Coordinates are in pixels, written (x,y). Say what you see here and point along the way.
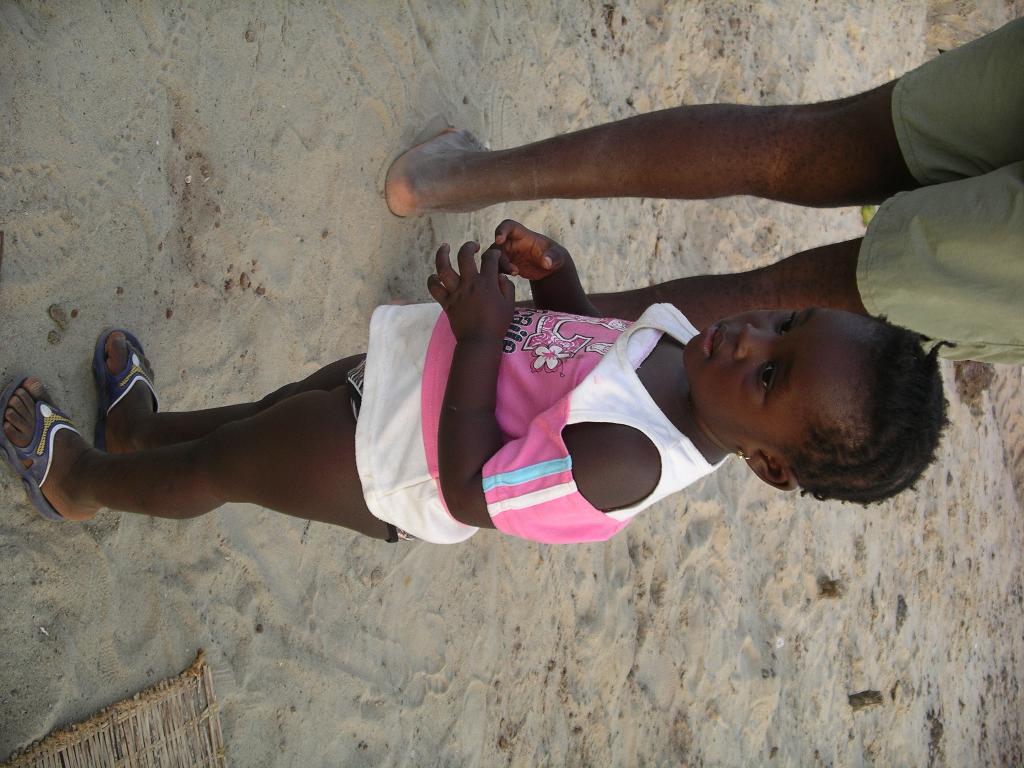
There is a child (437,419) wearing white and pink dress (531,413) is standing on the sand (167,271). Also there is a person (886,205).
